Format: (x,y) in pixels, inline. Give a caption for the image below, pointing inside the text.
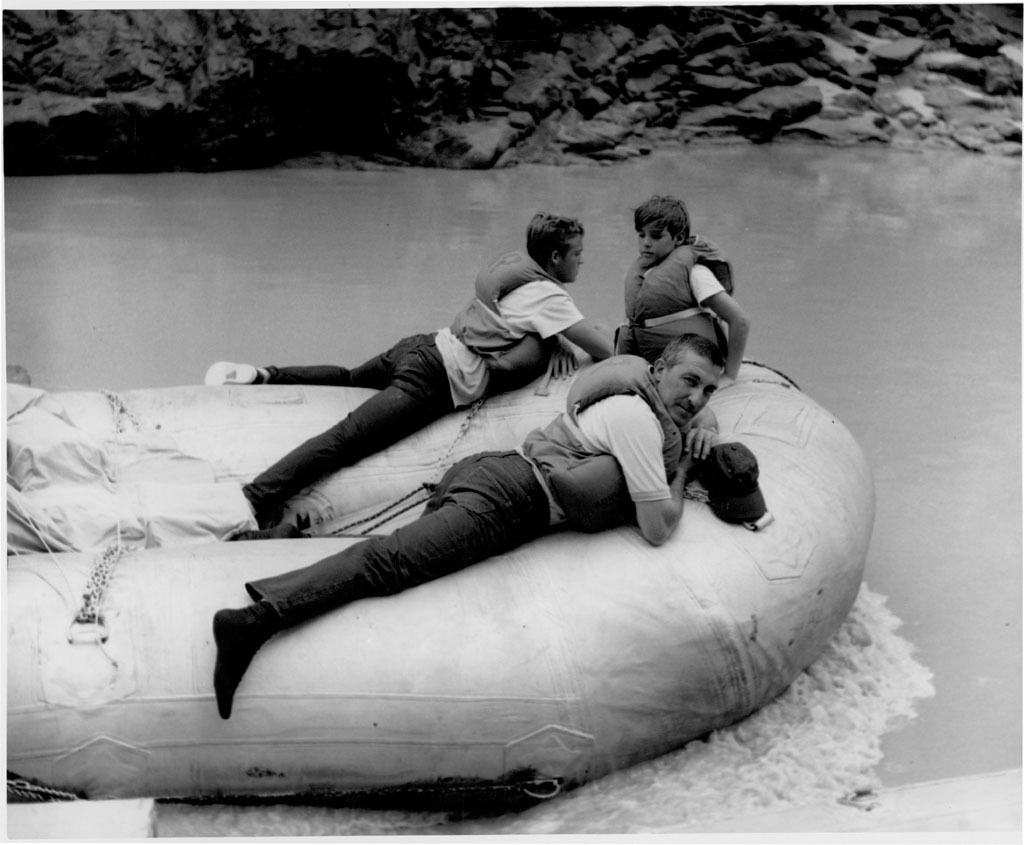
This is a black and white picture. I can see a person (628,289) sitting and two persons (496,366) lying on the inflatable boat (713,710), which is on the water (790,717), and in the background (779,136) there are rocks (538,148).
